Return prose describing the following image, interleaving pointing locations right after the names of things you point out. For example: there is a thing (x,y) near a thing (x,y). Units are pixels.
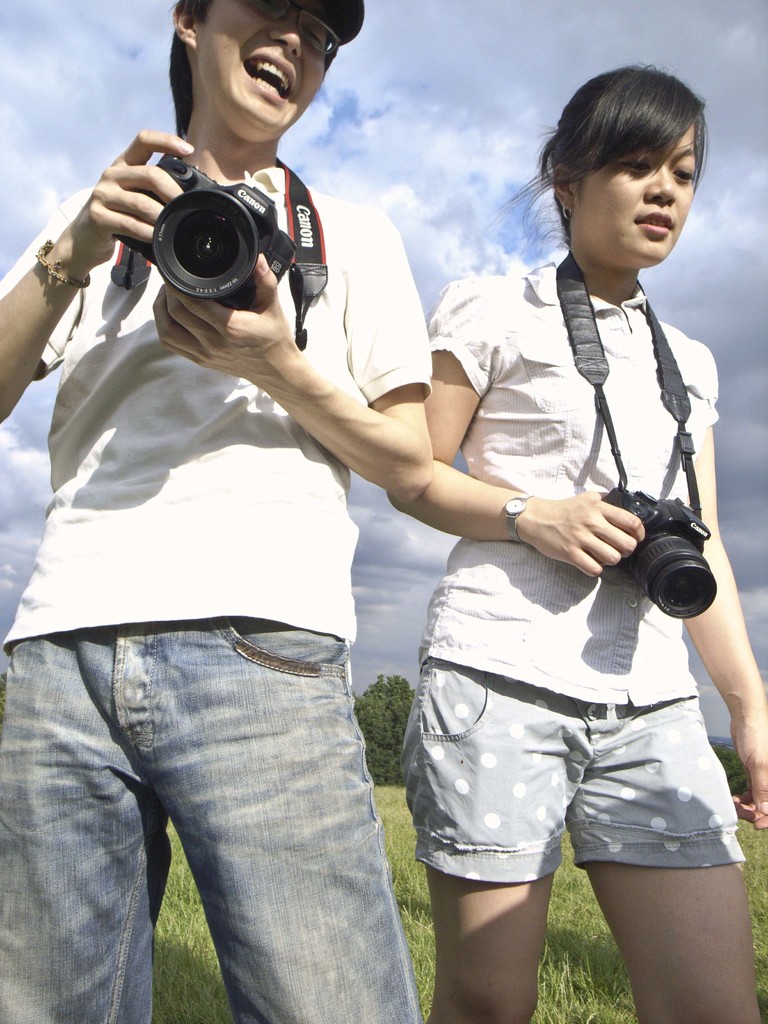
In this image I can see there is a man (258,580) and a woman (540,663) holding a camera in their hands (577,499).
